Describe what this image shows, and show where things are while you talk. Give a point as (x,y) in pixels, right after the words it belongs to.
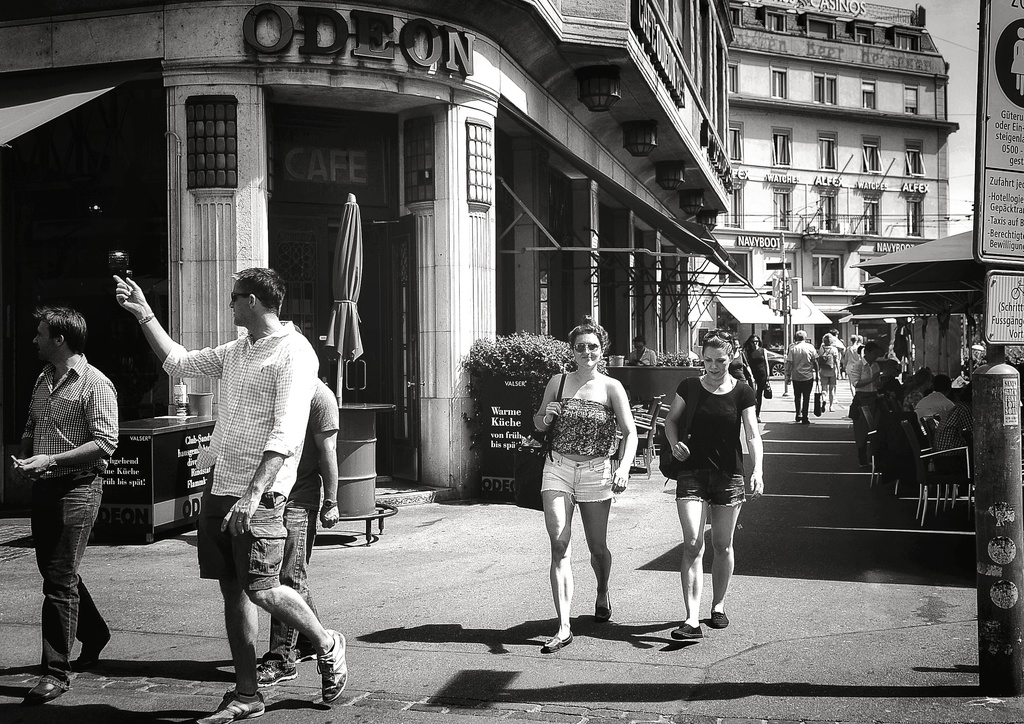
In this image there are a few people (697,441) walking on the streets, beside the streets (778,377) there are a few people (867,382) seated on chairs (900,449), above them there are tents (876,312), beside them there are porches (637,395) with plants (501,358) and there are metal rods (1010,483), sign boards (1016,162) and buildings (474,194), on the buildings (223,47) there are name boards (378,59).
